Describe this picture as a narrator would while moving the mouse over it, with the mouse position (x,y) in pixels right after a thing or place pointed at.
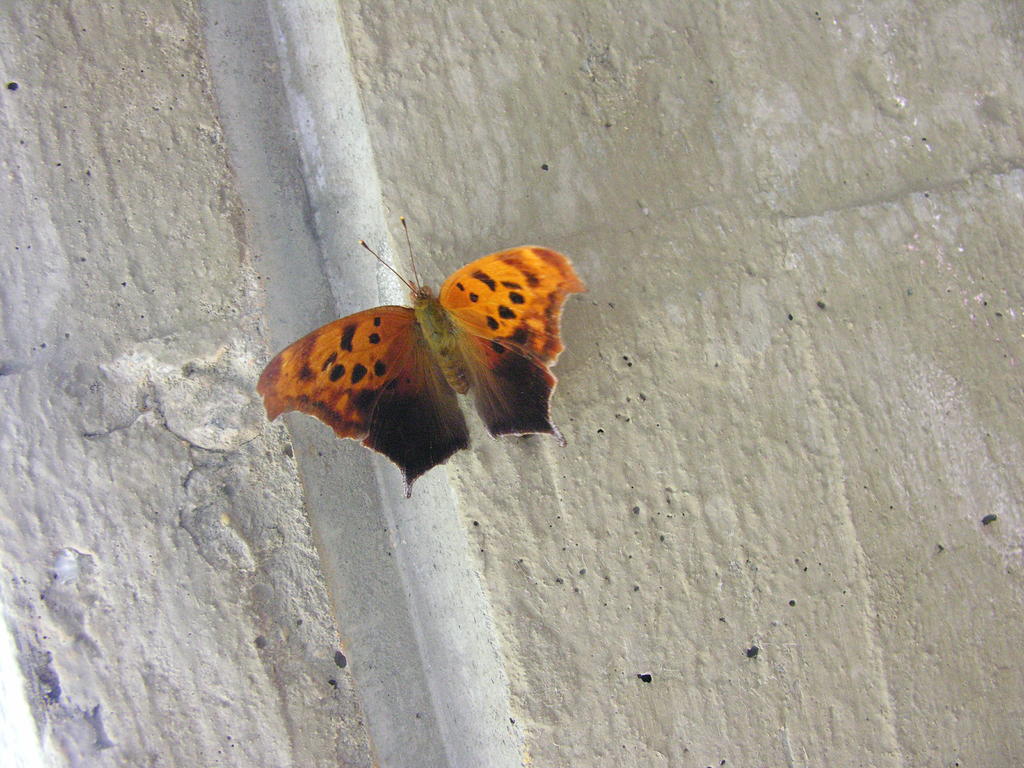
In this picture I can observe a butterfly (388,355). This butterfly (416,359) is in black and orange colors. The butterfly (451,369) is on the wall (144,312).
